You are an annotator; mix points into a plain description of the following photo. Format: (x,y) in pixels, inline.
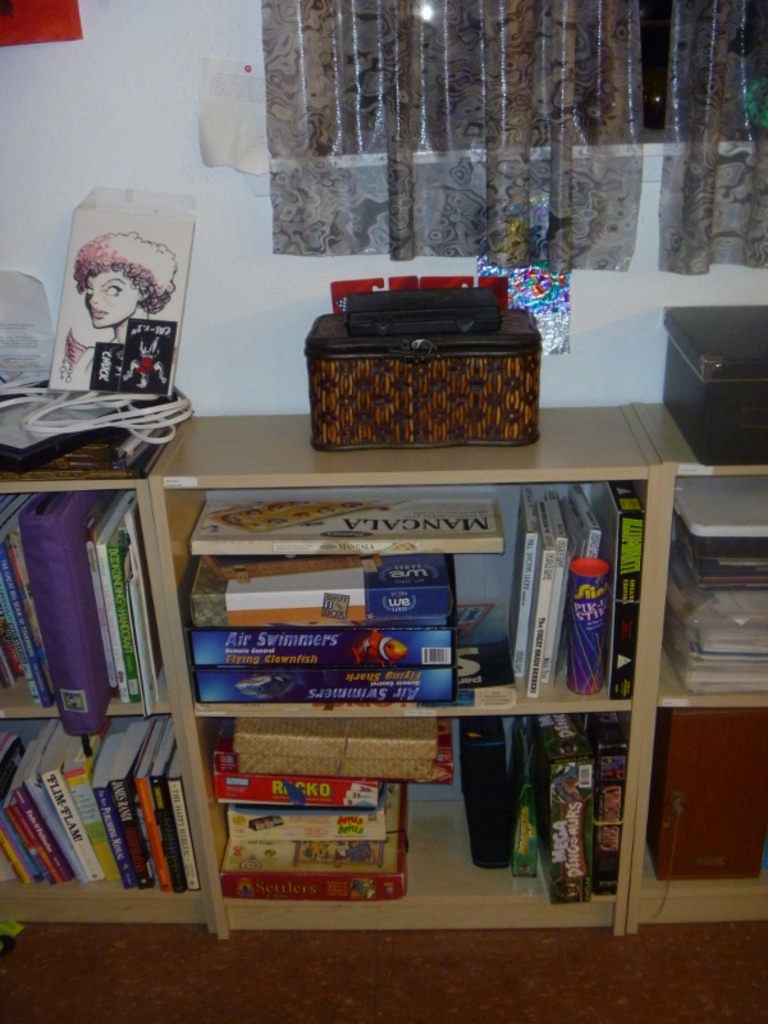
This is the picture of a room (699,100). In the foreground (82,514) there are books (130,539) in the shelf (60,905) and there are objects (336,395) and there is a wire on the table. At the back (550,203) there are curtains (550,203) at the window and there are posters (2,0) on the wall (86,61). At the bottom (612,1012) there is a floor (538,1022).
